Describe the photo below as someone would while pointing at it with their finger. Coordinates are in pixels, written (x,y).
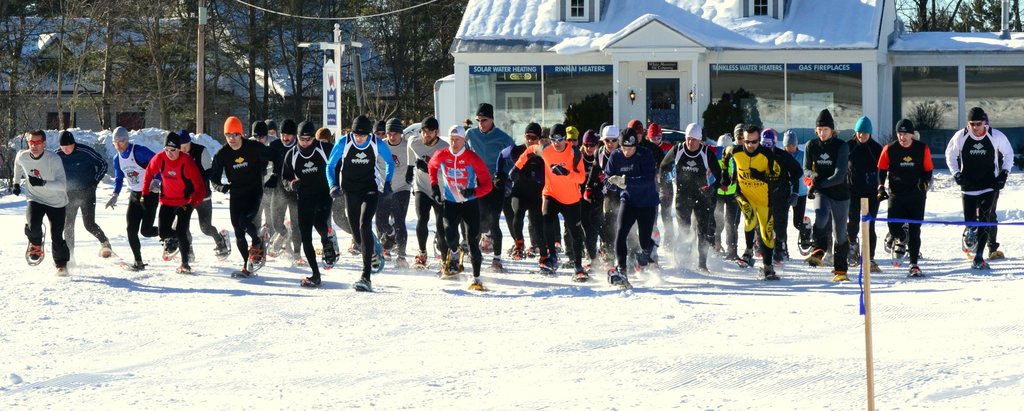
In this image we can see some people (414,172) running. And we can see the glass building (706,91) and the windows (804,87). And we can see the snow (550,27). And we can see the lights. And we can see the surrounding trees (950,26).
